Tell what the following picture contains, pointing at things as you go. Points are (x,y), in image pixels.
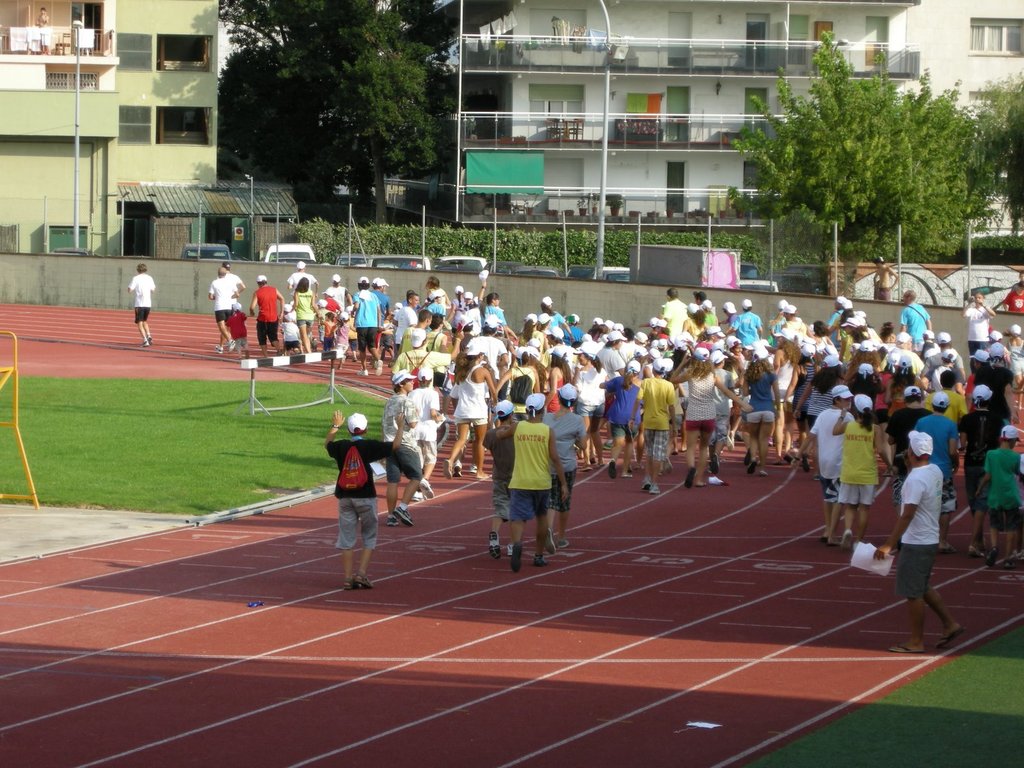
In this image there are a group of people (837,449) who are walking, at the bottom (722,631) there is some grass (926,712) and ground (648,507) and in the background (533,100) there are some houses (138,123), trees (354,141), poles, plants (520,232) and some vehicles (348,258).
